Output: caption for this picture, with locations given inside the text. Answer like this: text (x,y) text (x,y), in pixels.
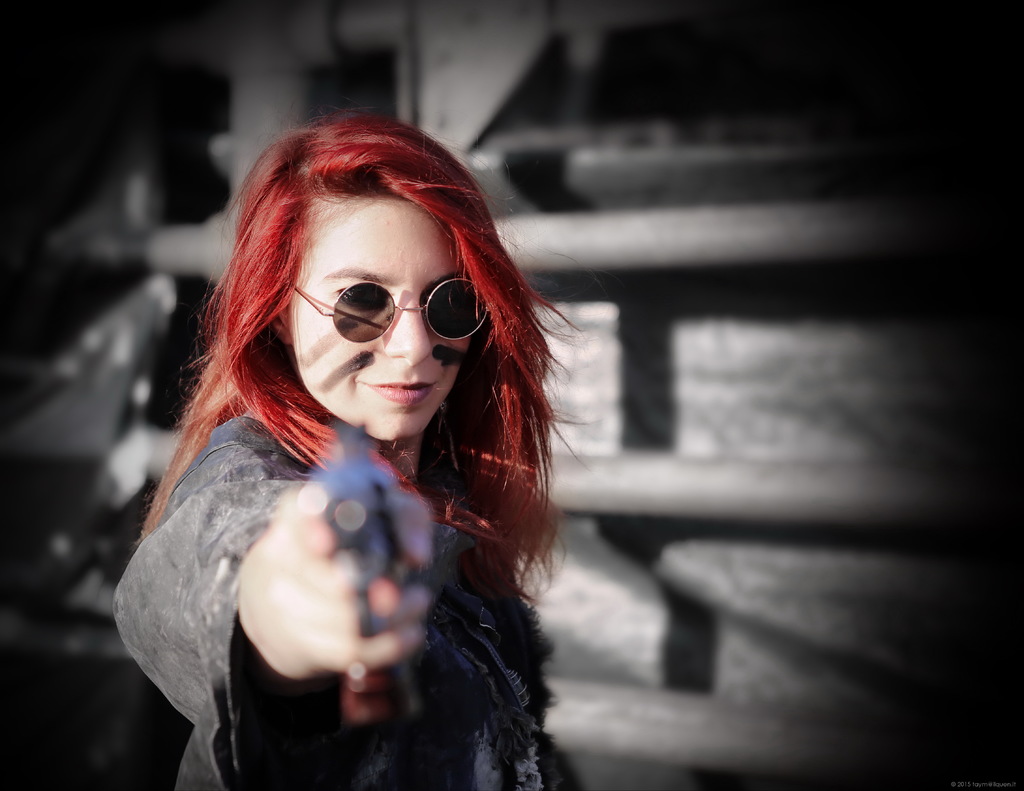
This picture shows a woman (423,377) Standing and she wore sunglasses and she is holding a gun (359,527) in her hand (295,574) and we see smile (405,394) on her face (391,397).
